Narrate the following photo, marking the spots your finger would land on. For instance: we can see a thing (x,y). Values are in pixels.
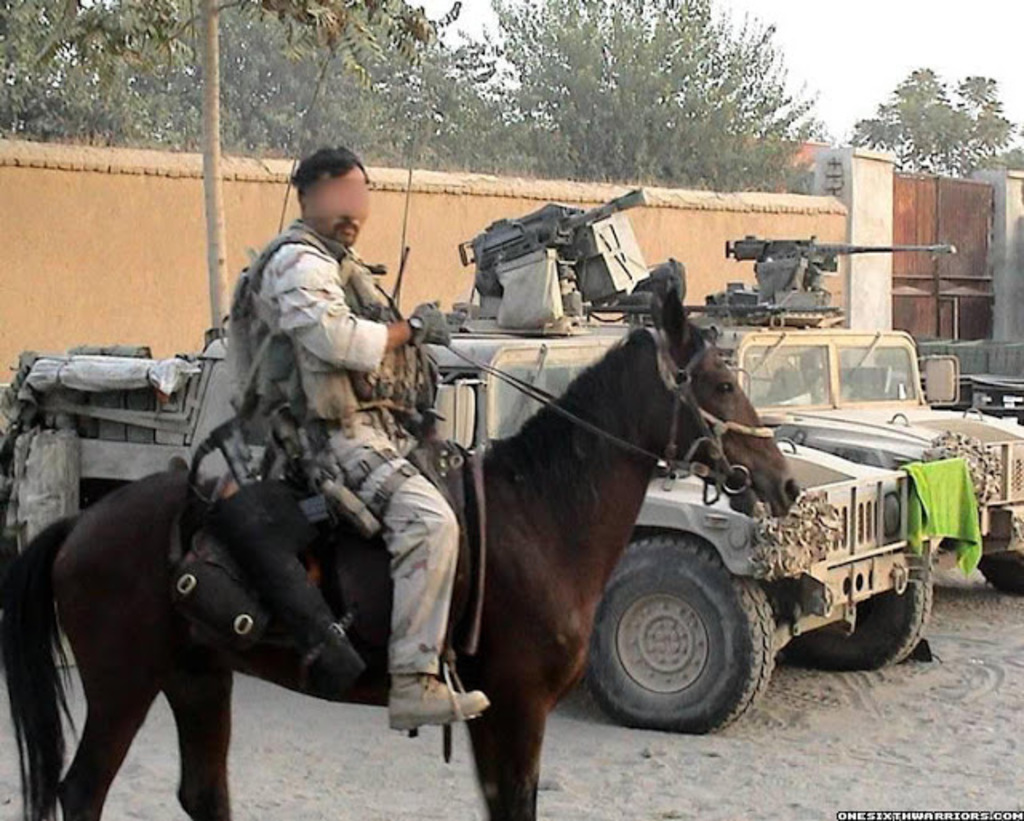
In the foreground of the picture (331,476) there is a person (418,557) riding horse (542,523). In the center of the picture (601,334) there are vehicles (553,307), wall (642,235), gate (941,241) and tree (214,164). In the background (556,87) there are trees (787,150) and building (803,147). At the bottom (632,782) there is sand (818,709).
